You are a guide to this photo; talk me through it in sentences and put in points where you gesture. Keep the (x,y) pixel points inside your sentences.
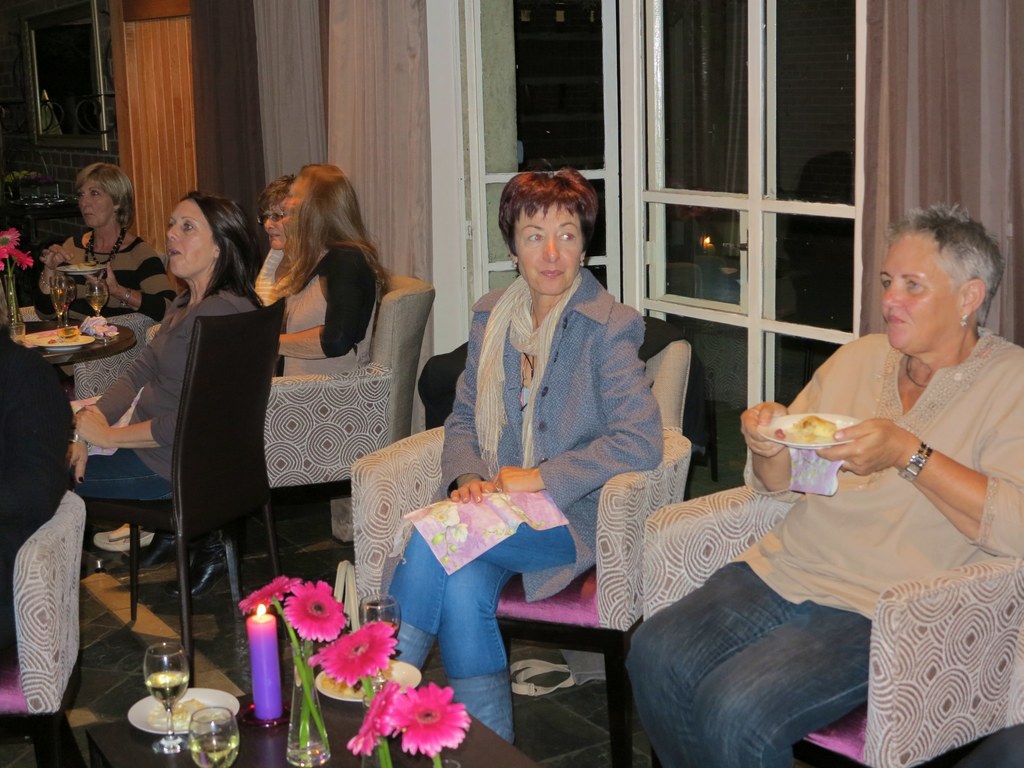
In this picture we can see some persons (797,601) sitting on the chairs (965,713). There is a table (131,751). On the table (131,767) there are glasses (203,732), candle (266,666), and flowers (349,683). On the background (664,262) we can see the door (670,191). And this is curtain (924,139). Here we can see a frame (103,67). And this is floor (95,646).
